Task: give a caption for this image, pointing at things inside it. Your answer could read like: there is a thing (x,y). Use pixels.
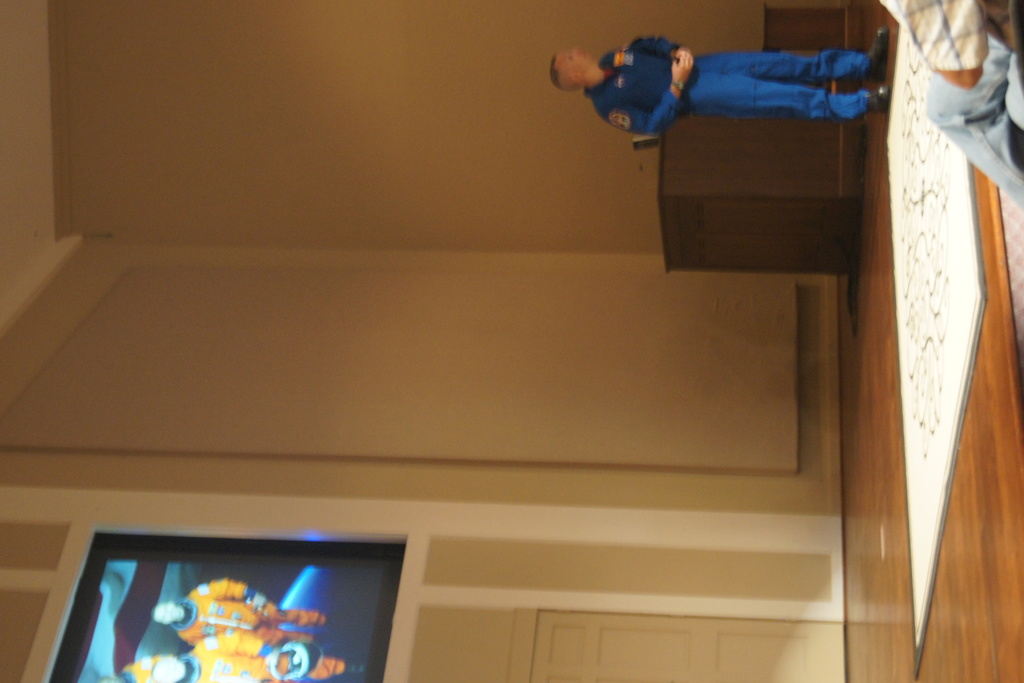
This is a horizontal image where we can see there is a table (749,173) and person (750,59) standing in front of that, beside that there is a screen (374,656) on wall (431,669).
